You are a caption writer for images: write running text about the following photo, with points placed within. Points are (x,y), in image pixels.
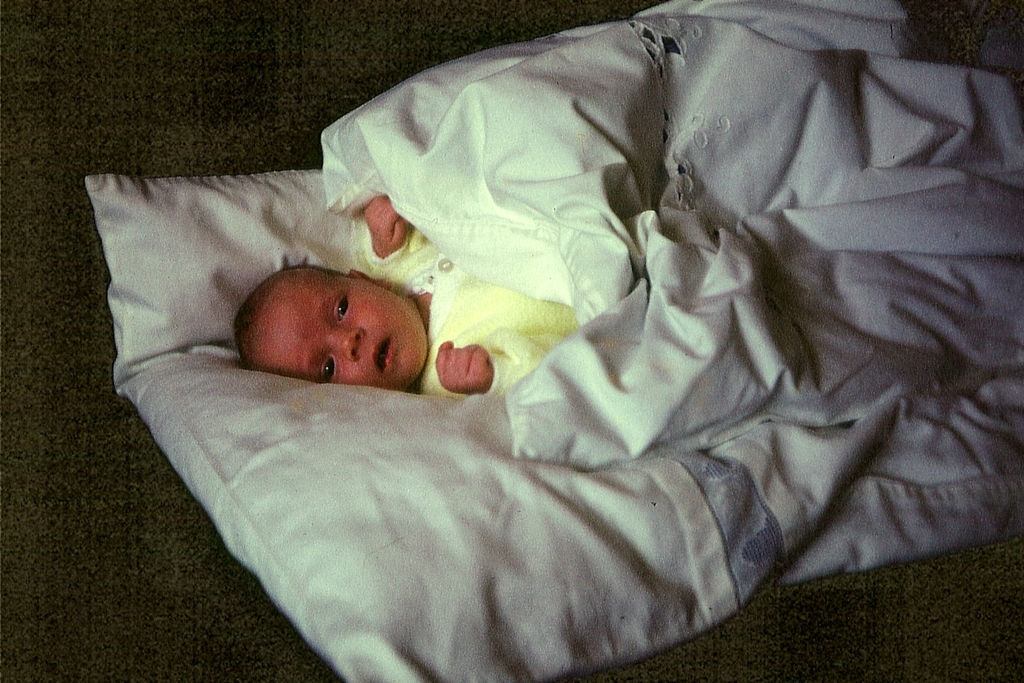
In the image we can see there is an infant (349,307) lying on the bed (398,574) and there is a blanket (717,188) over the infant (357,347).
